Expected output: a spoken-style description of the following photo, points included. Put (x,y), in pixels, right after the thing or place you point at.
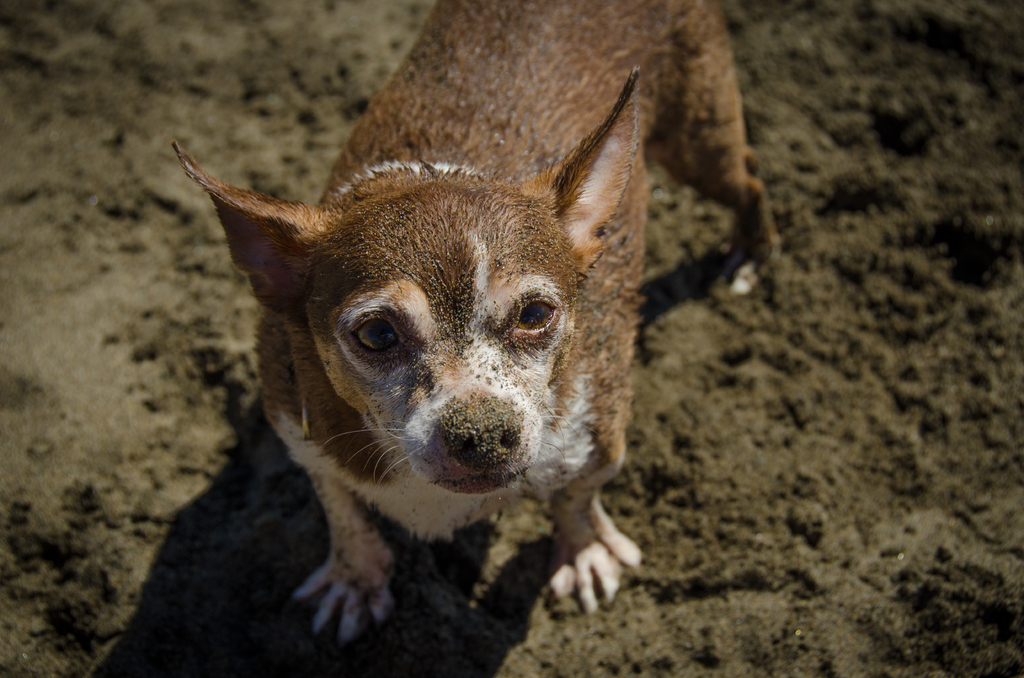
In this image there is a dog (333,366) standing.
